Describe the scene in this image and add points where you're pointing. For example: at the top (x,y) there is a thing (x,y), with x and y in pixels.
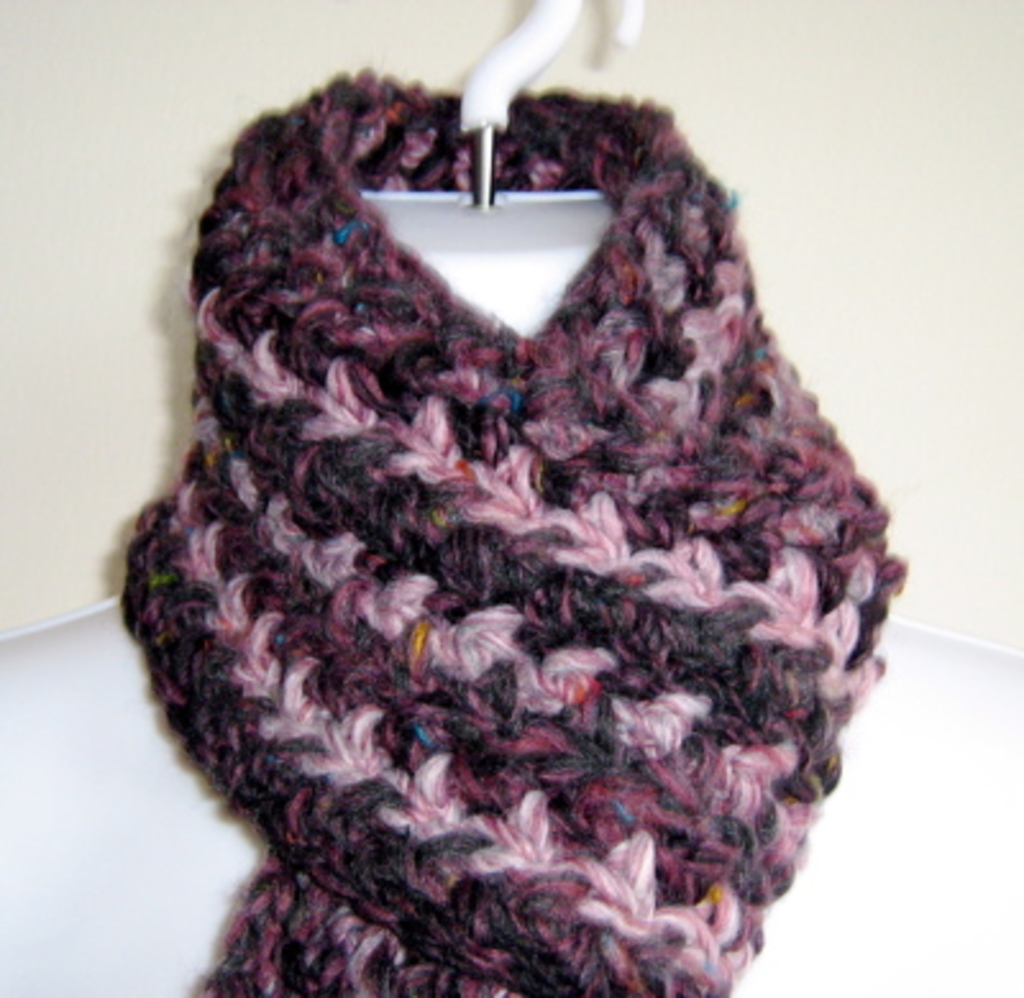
In this picture we can see a cloth (680,376) on mannequin neck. In the background of the image (282,43) we can see wall (874,28).
